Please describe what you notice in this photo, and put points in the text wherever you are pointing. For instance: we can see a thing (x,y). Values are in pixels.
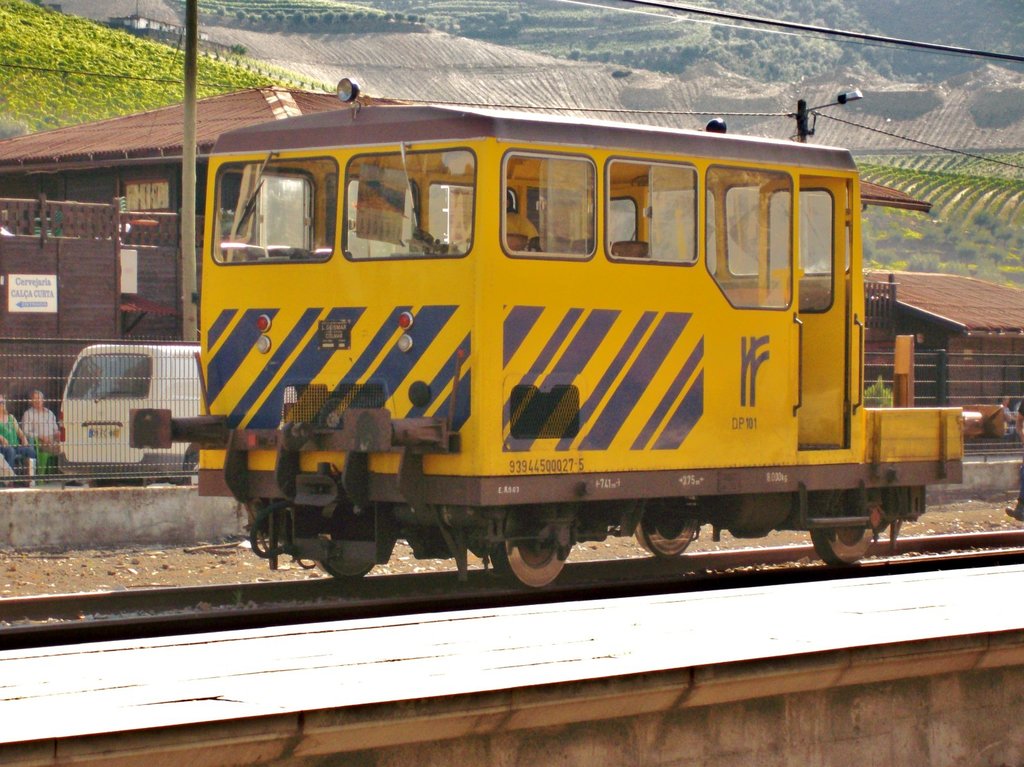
In the foreground of this image (716,318), there is a rail vehicle (528,428) on the railway track (222,623). In the background (78,324), there is a railing (67,400), poles (799,126), cables (157,81), few huts (176,115) and the greenery (968,268) on the slope ground (577,48).
